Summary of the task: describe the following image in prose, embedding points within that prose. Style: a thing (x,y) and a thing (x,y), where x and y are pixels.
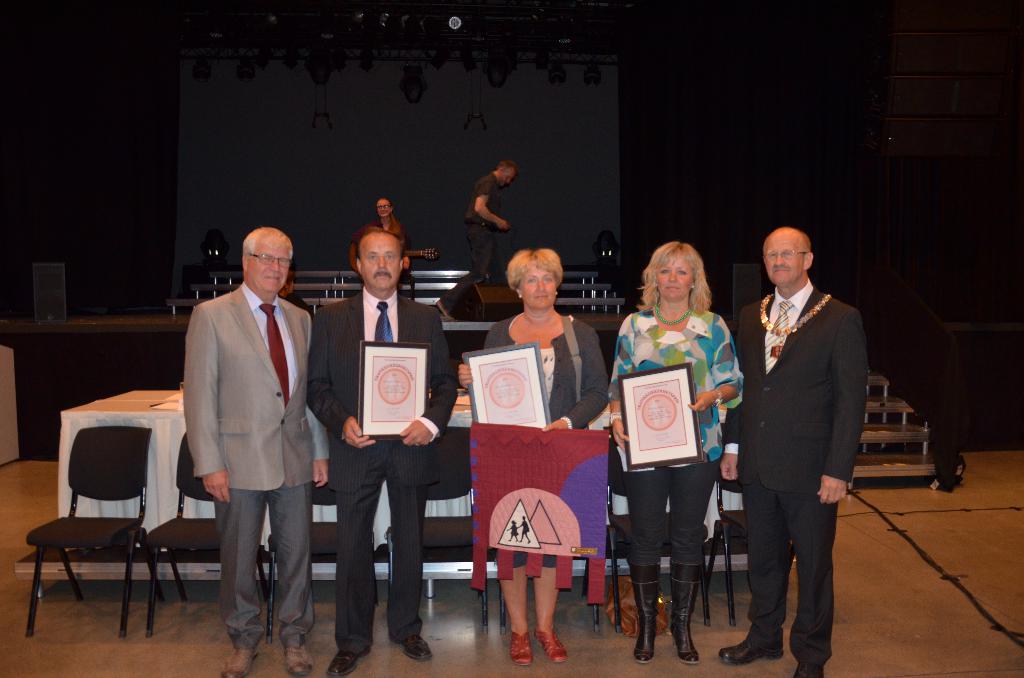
In this picture I can see few people (299,496) are standing and few are holding photo frames (685,441) in their hands (566,424) and I can see a woman (554,403) holding a cloth (534,468) in her hand (550,427) and I can see few chairs (616,576) and a table (470,415) in the background (143,440) and I can see couple of them (481,249) standing in the back (478,269) and benches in the back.
